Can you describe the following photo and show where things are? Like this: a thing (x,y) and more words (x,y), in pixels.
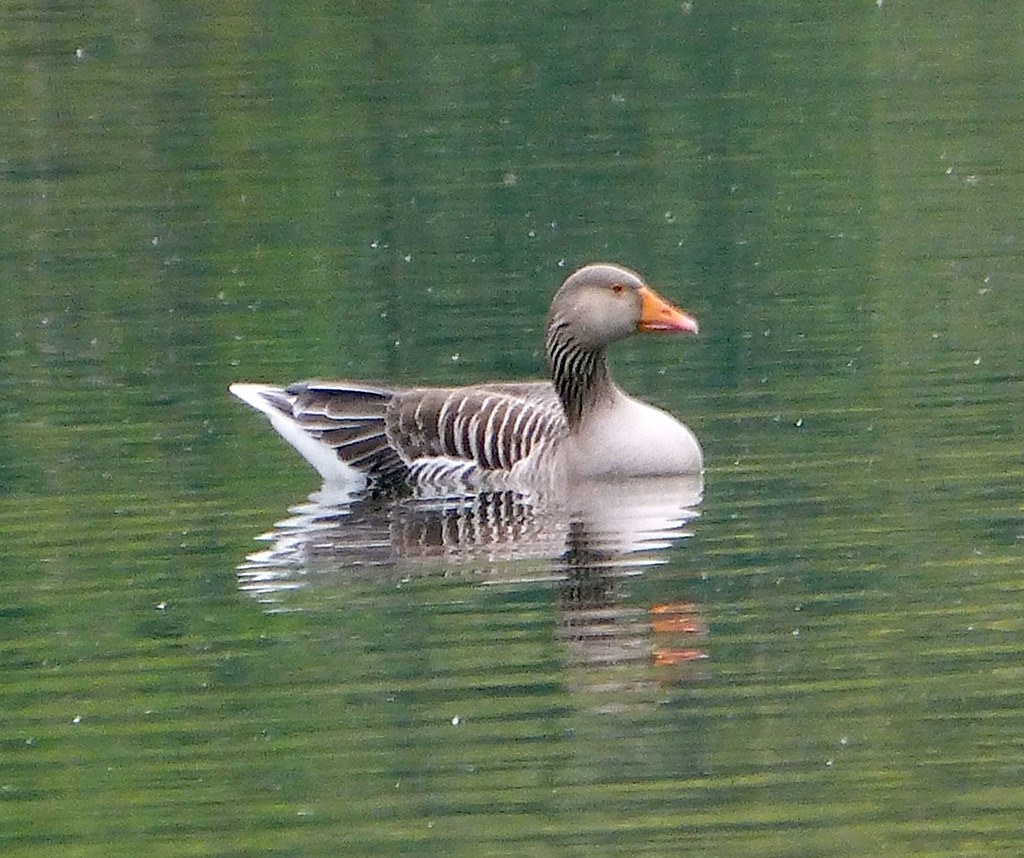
There is a black and white duck (470,410) with a orange beak (648,332) is swimming in the water (500,625).
